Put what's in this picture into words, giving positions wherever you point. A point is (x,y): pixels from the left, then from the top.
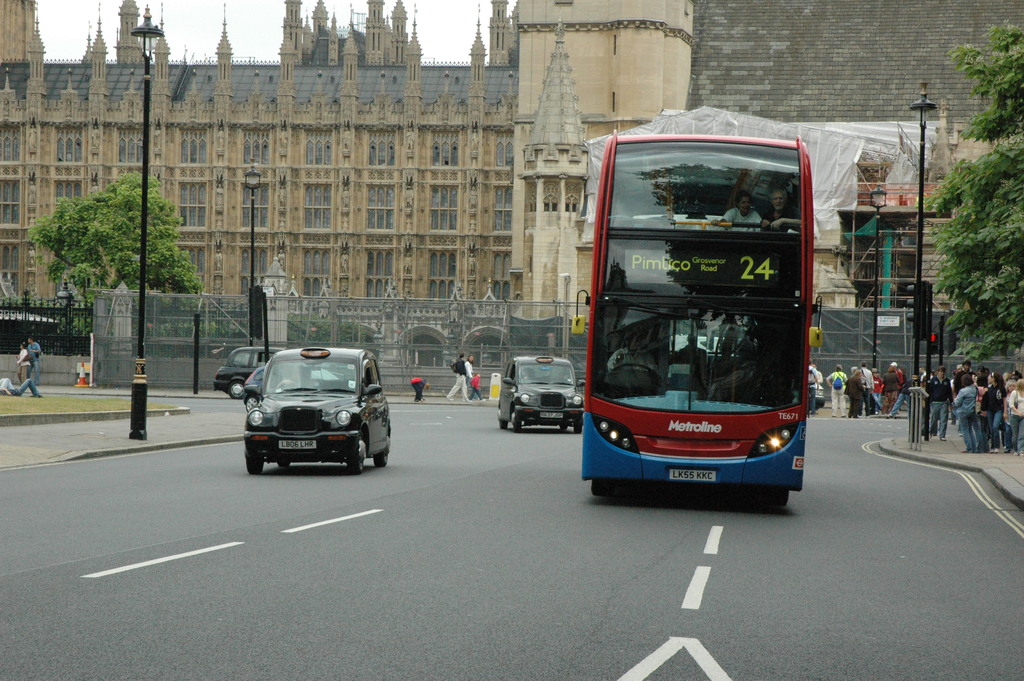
In this picture we can see a bus (700,472) moving on the road (666,553). Beside there are some black cars (377,414). Behind there is a brown building (393,122). On the top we can see the sky (186,20).
